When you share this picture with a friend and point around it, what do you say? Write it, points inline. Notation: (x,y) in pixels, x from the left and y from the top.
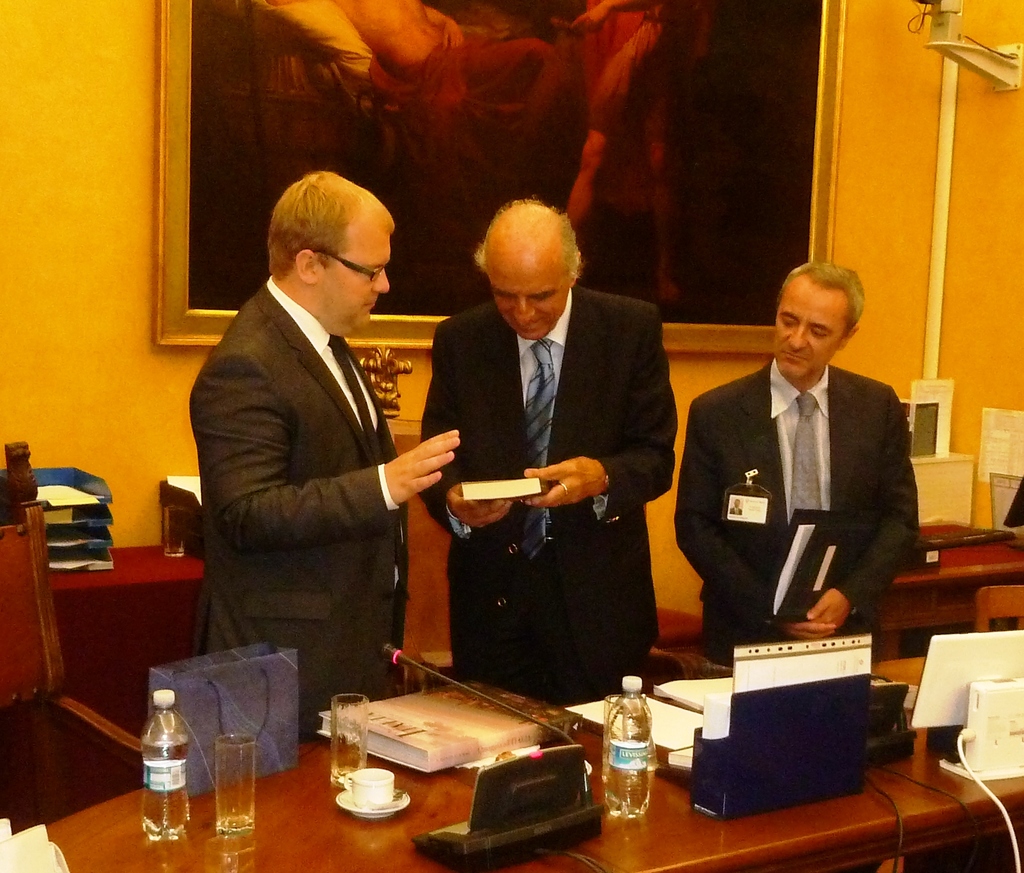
This is a picture taken in a room (651,594), there are three persons (682,484) standing on the floor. The man (522,421) in black blazer (566,438) was holding a book (495,496) and to the right side of the man (583,428) there is other man (767,522) holding a file (803,554). In front of the people (751,588) there is a table (271,825) on the table (279,852) there are bottles (174,761), glasses (357,736), cup (380,778), saucer (361,809), book (470,725), papers (760,675) and some items (825,748). Behind the people (583,588) there is a wall (93,160) with a frame (417,114), chair (27,614) and files (90,543).
